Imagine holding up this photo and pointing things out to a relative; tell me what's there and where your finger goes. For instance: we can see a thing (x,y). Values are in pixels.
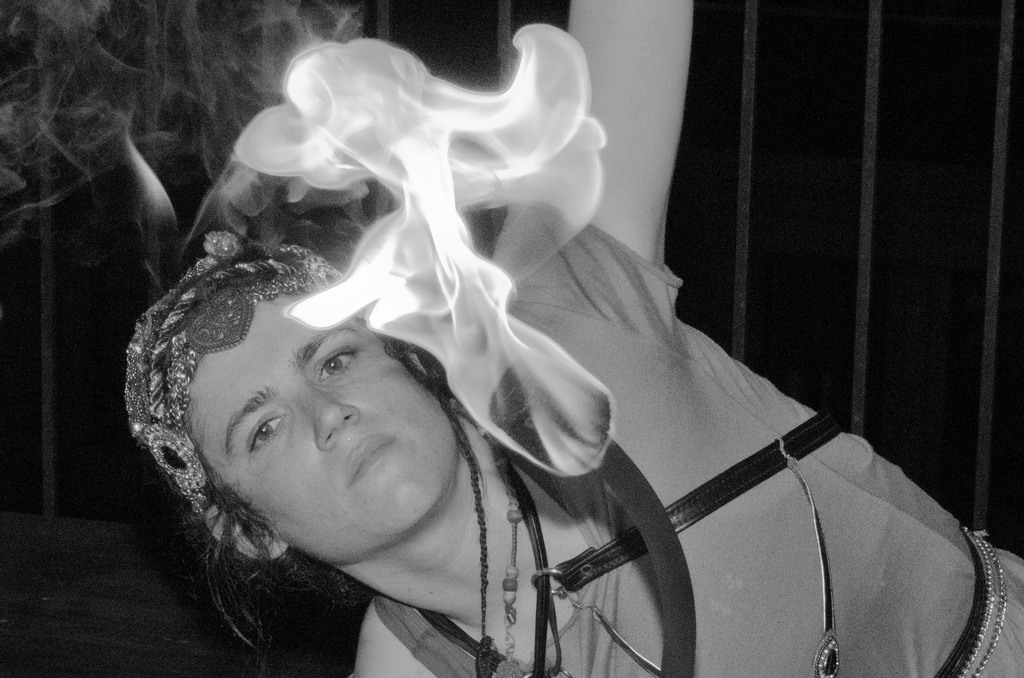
In the image we can see there is a woman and a fire (546,400). The image is in black and white colour.
